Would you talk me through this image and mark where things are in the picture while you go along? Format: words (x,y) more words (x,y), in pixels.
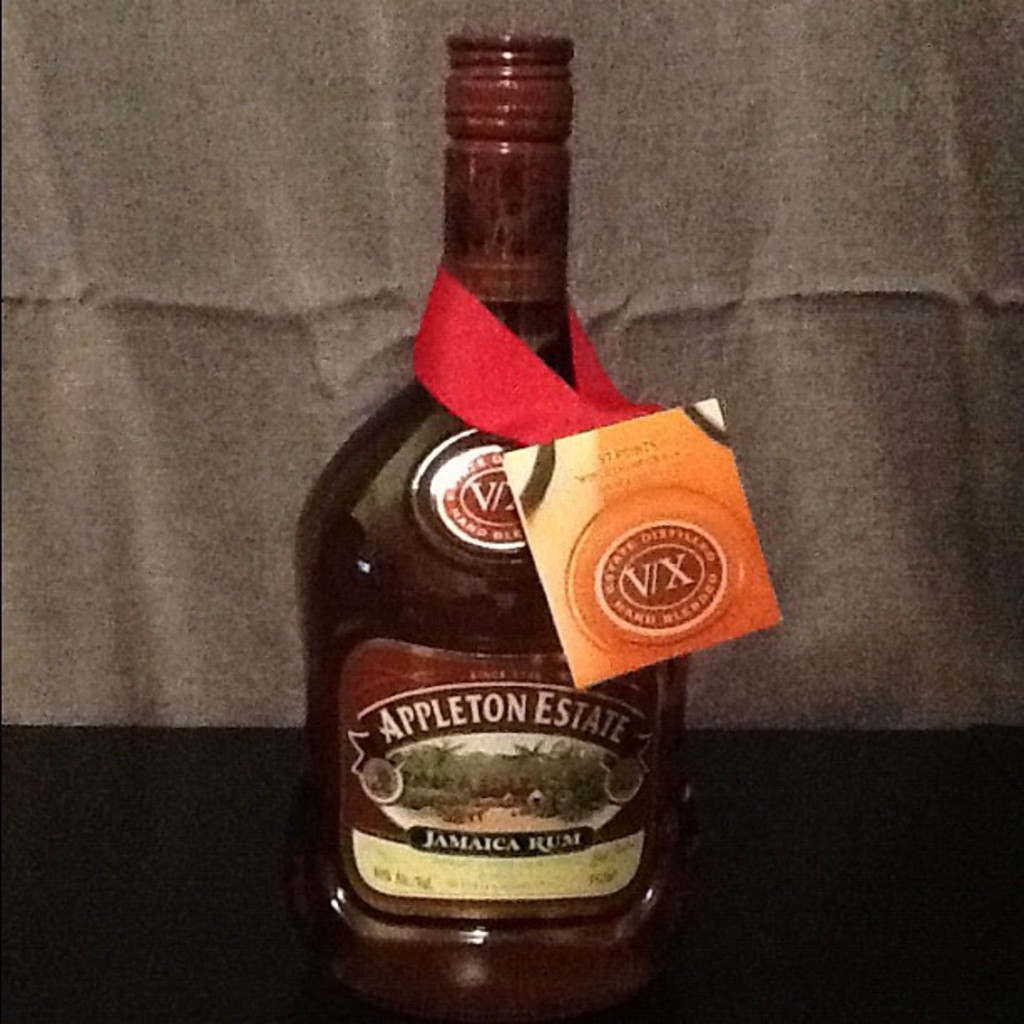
In the middle of this image (518,648), there is a bottle (518,676) having stickers (502,538) on it and a badge (616,659). This bottle (464,848) is placed on a surface (216,926). In the background (820,164), there is a gray colored cloth (815,173).
